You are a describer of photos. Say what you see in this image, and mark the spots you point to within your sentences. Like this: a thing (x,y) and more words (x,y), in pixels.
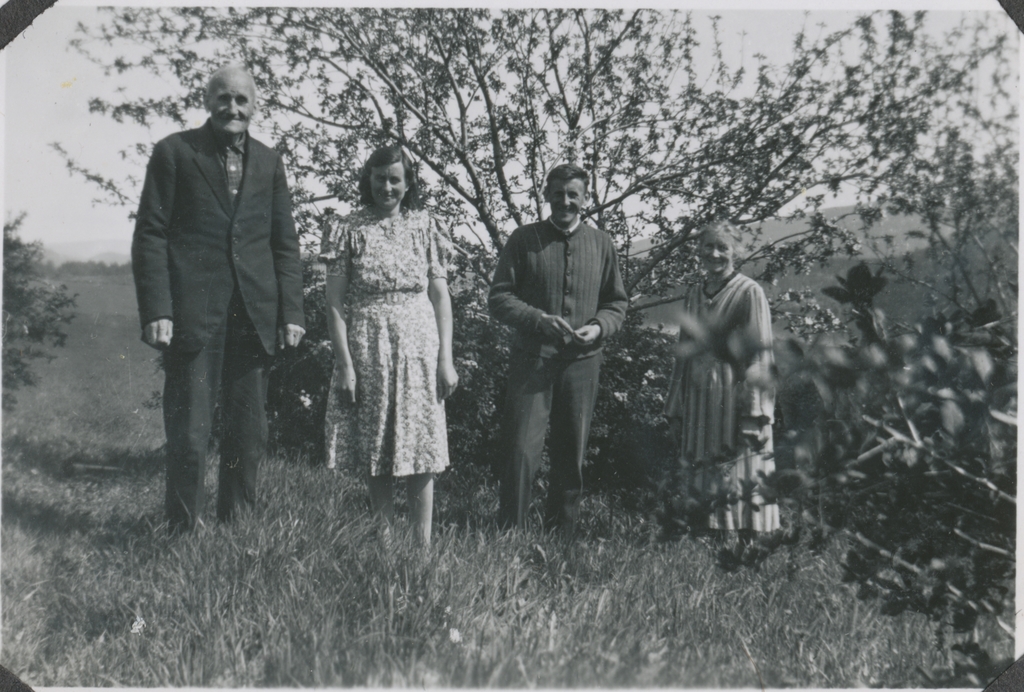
This is a black and white picture. In this four people (404,334) are standing on the grasses (547,562). In the background (645,127) there are trees (693,95) and sky (757,40).
